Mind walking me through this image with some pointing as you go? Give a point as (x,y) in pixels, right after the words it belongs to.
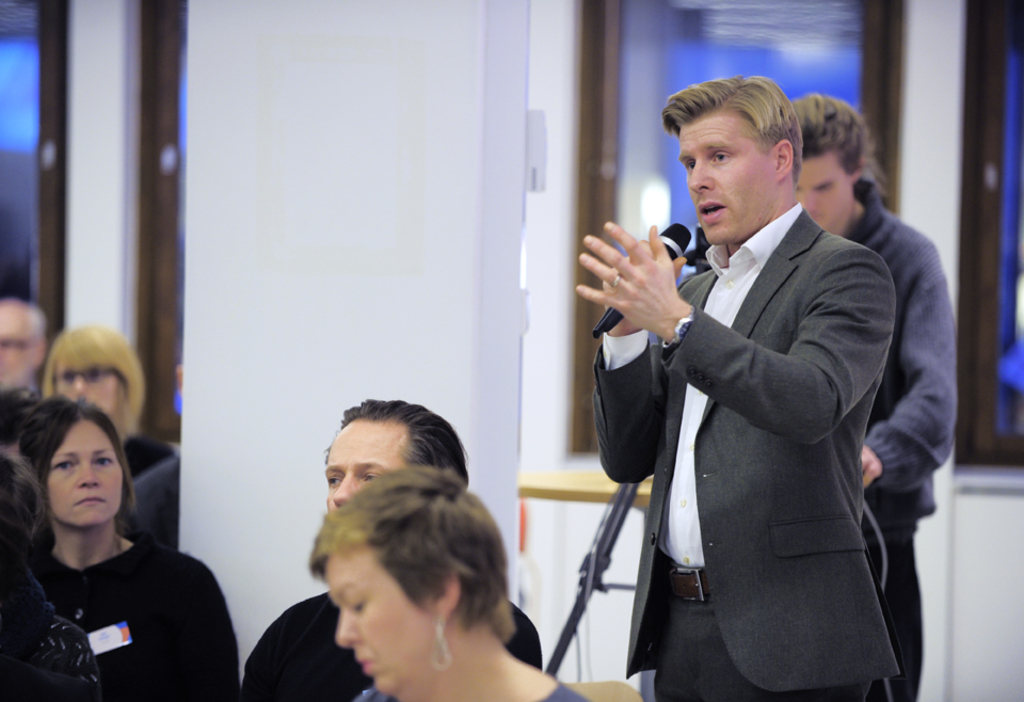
In this picture there is a person (761,395) wearing grey suit (705,348) is holding a mic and in front of him there are some other people (398,524) sitting and behind there is another man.
